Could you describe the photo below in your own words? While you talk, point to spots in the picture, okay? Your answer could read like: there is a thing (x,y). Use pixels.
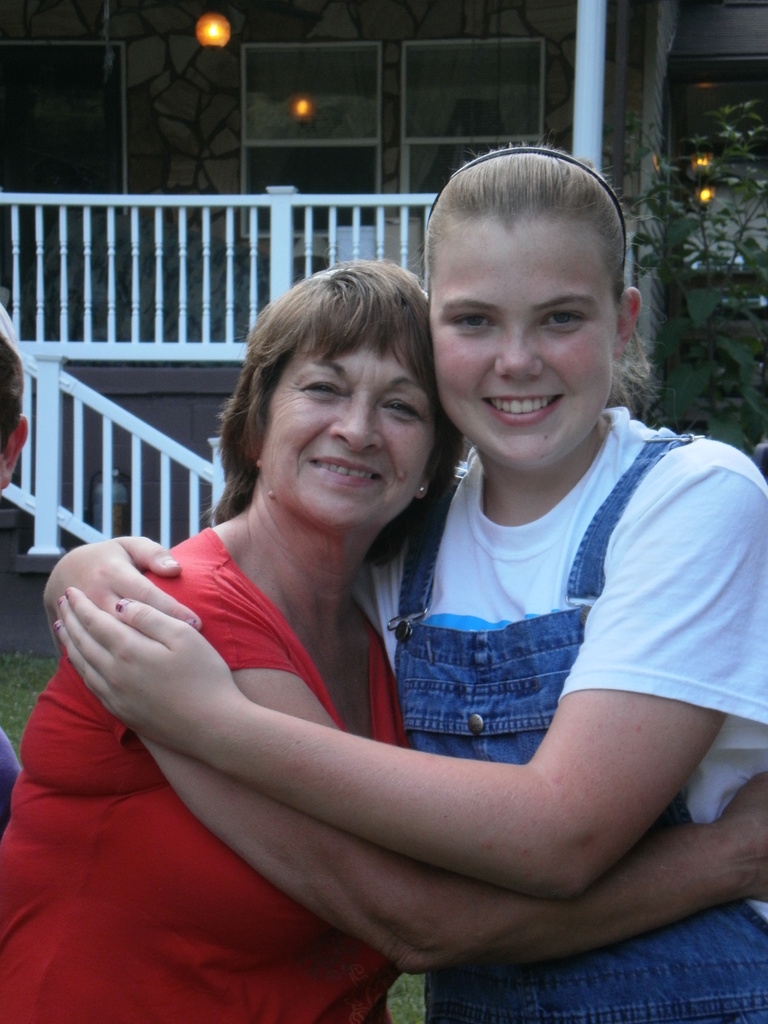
In this image there are two women (361,504) standing towards the bottom of the image (460,718), there is a person's head (23,421) and ear (22,444) visible towards the left of the image (17,430), there is a plant (737,438) towards the right of the image (716,228), there is a wooden object (37,263) towards the left of the image (15,216), there is a pole (602,77) towards the top of the image (593,73), there is a light (221,27) towards the top of the image (201,28), there is a wall (249,18), there are windows (242,101), there is grass (48,669) towards the left of the image (22,657).
